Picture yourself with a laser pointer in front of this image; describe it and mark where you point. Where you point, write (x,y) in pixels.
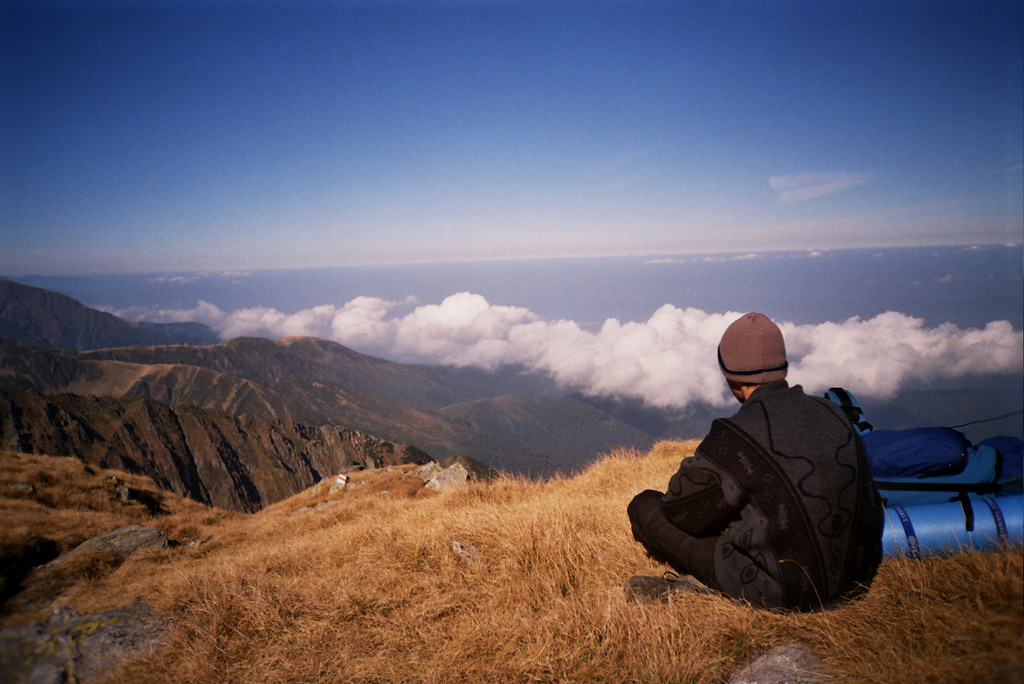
In this picture we can see a man (791,590) wearing a cap (754,319) and sitting on the dry grass mountain (402,557) with his things (904,550) beside him. He is looking at the mountains (311,426) and the blue sky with white clouds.
